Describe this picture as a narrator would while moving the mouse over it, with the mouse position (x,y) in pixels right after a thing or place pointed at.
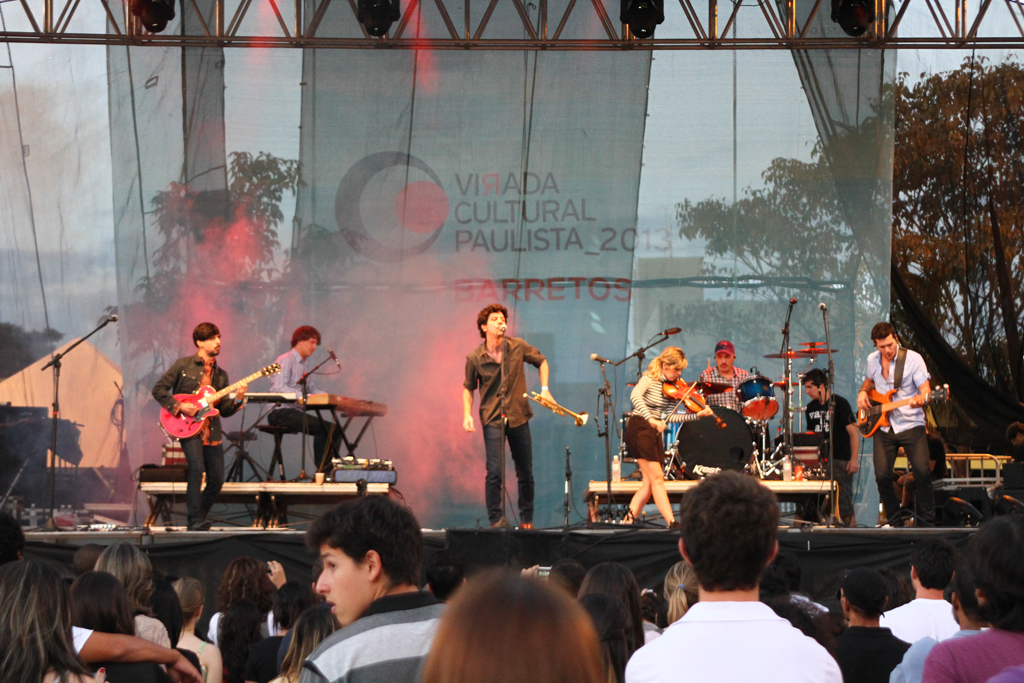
In this picture there are group of people (501,363) who are playing musical instruments (319,396). There are group of people (381,579) who are watching them.
